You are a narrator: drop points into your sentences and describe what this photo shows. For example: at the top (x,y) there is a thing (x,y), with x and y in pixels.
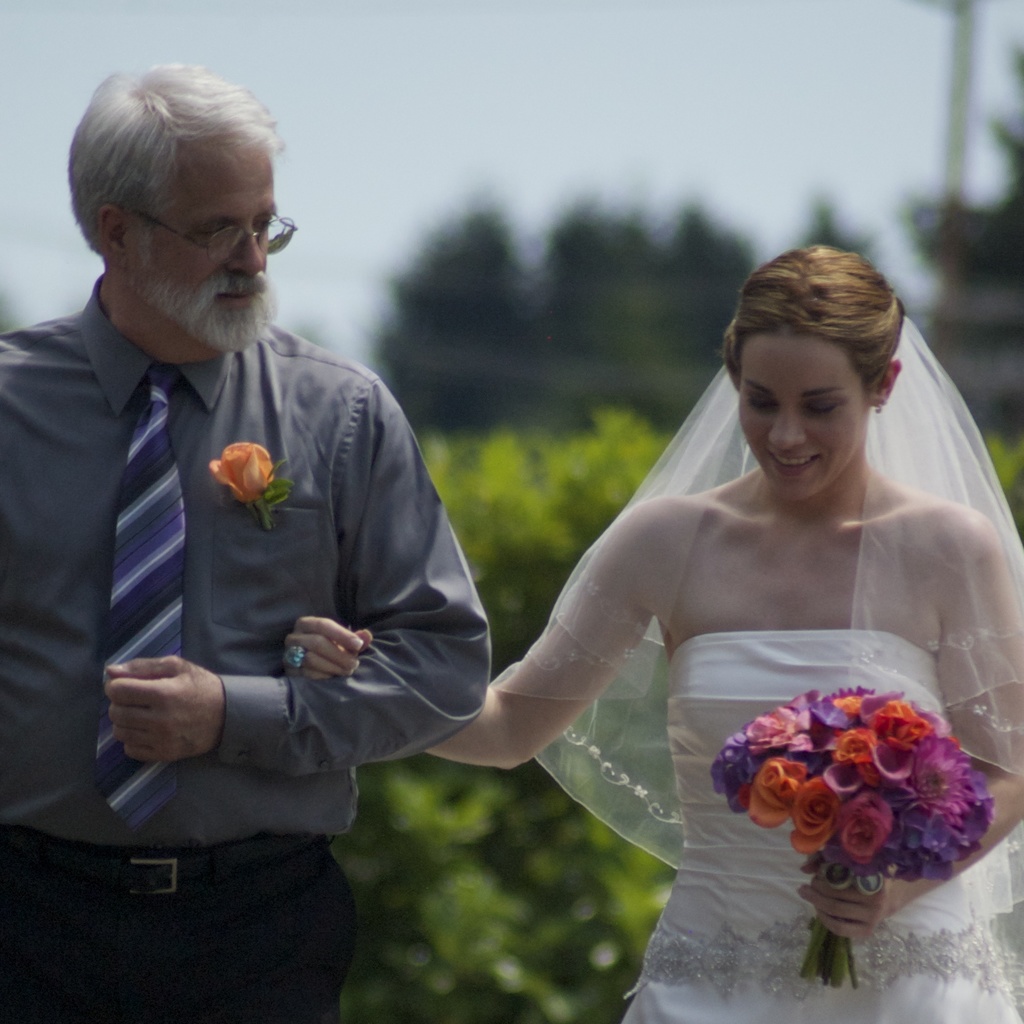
In this picture we can see a flower (256,455), woman (711,476) smiling and holding a flower bouquet (895,868) with her hand (890,878) and beside her we can see a man (256,267) wore a spectacle (210,243), tie (148,471) and in the background (565,277) we can see trees (511,430), sky (839,93) and it is blur.
